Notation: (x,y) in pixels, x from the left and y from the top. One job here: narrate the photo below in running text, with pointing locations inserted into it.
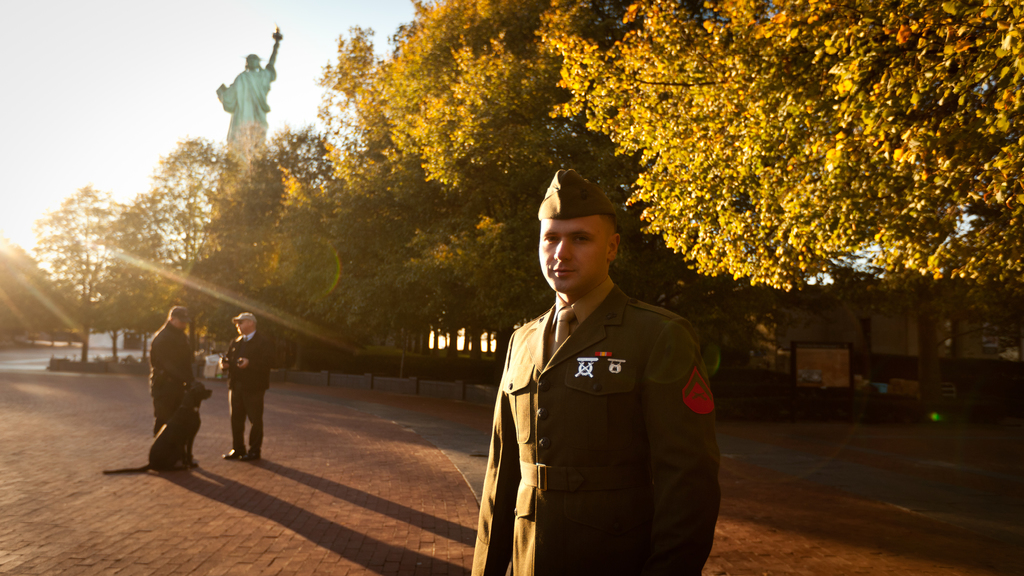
In this image I can see three persons (160,339) are standing and in the front (496,538) I can see one of them is wearing uniform (561,323). On the left side of this image (161,442) I can see a dog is sitting. In the background (373,219) I can see number of trees (514,192) and the Statue of Liberty (245,100). I can also see few boards (813,368) on the right side (843,346).
